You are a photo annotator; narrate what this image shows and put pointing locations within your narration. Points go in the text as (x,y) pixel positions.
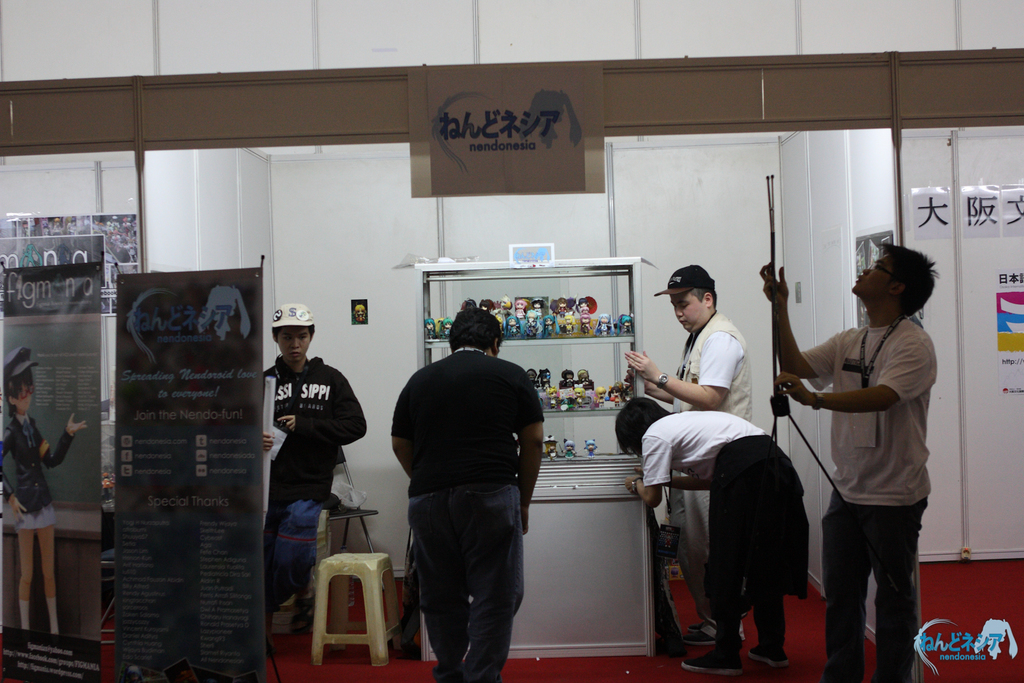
This image consists of five persons (925,456). On the right (838,403), there is a man (850,440) holding a stand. Beside him, there is a girl (710,504) wearing a T-shirt (705,465) and a black skirt (723,525). In the middle (495,447), there is a man (495,462) wearing a black T-shirt (459,449). On the left (56,494), there are banners (137,410). At the top (536,125), there is a board (527,138). At the bottom (804,677), there is a carpet (536,676).
